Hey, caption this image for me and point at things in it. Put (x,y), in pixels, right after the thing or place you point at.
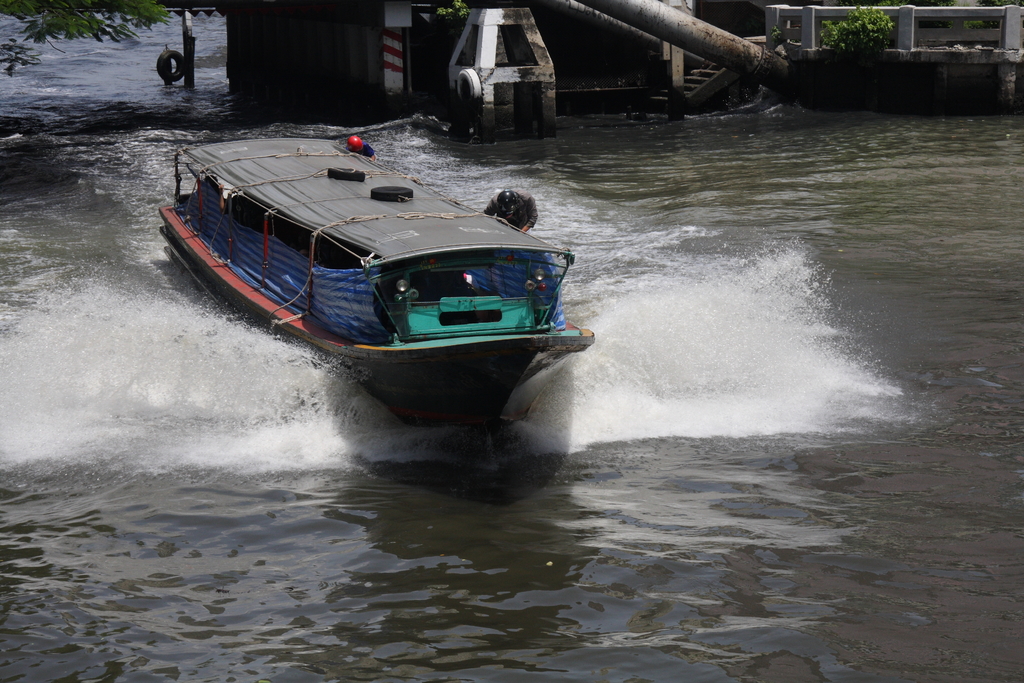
This is a canal (80,558). Here I can see a boat (343,358) on the water (382,462). At the top of the image (702,33) I can see a wall (336,43), metal rod (684,43) and railing (839,17) and also there is a plant (853,29). On the top left (67,17) I can see the leaves (97,22) of a tree (85,17).
